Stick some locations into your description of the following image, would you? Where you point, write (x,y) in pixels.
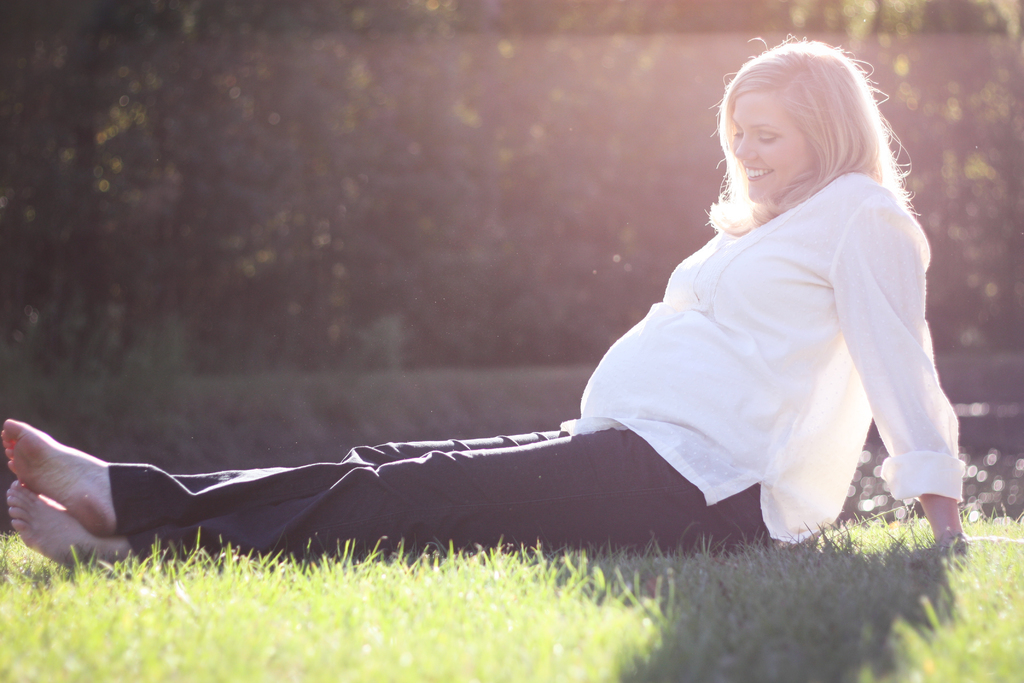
In this image there is pregnant lady (511,449) sitting on grass (980,569) and smiling beside her there are so many trees (641,204).
